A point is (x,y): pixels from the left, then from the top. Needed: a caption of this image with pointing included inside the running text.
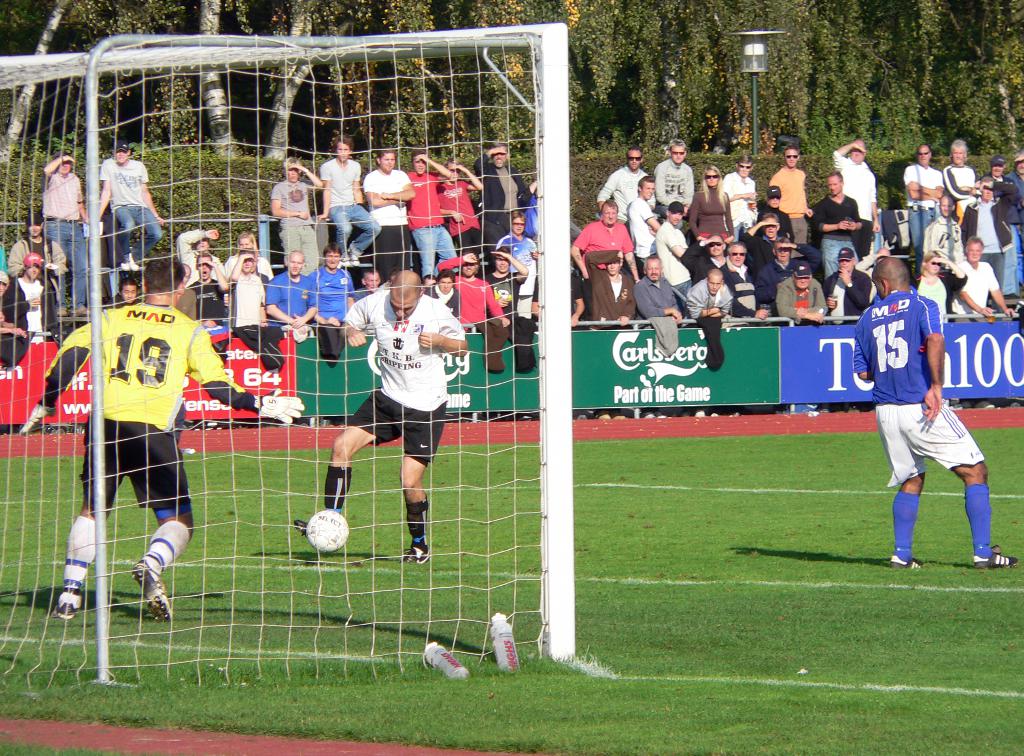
This picture describes about group of people (909,412), few people (880,419) are playing game in the ground (703,560), and we can see few metal rods (554,322), net (399,652) and bottles (459,667), in the background (738,33) we can find few hoardings (634,351), light (756,137) and trees (778,71).
